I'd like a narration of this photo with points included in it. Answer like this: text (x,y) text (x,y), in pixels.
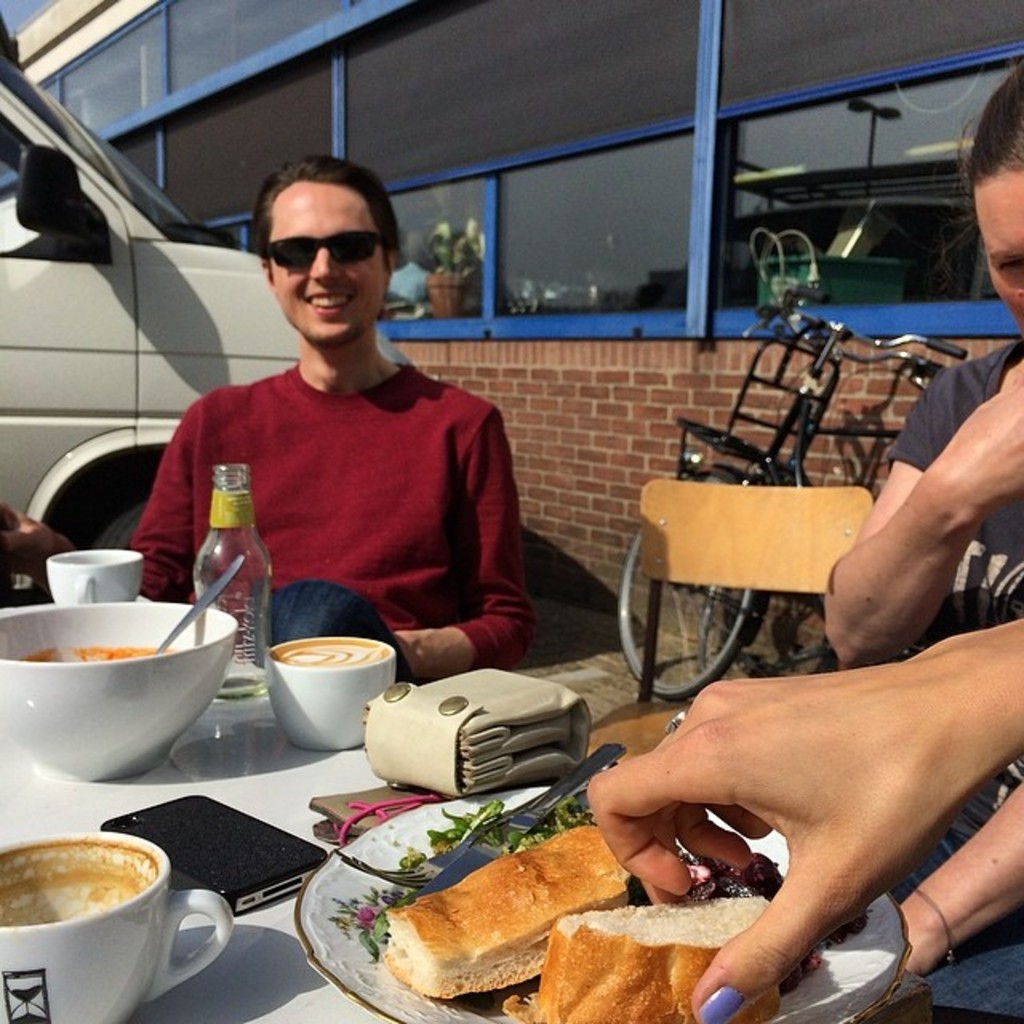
In this picture, we see the woman (968,591) in black T-shirt (978,555) and the man (376,414) in maroon T-shirt (338,489) is sitting on the chairs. In front of them, we see a table (232,992) on which mobile phone (296,854), wallet (459,698), a plate (442,836) containing food item (543,825), spoon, fork (395,871), cups (176,910), water bottle (248,687), a bowl (225,634) containing food (93,660) and spoon (218,586) are placed. In the right bottom (817,910), we see the hands (807,886) of the woman (665,778) who is holding a food item (654,927). Behind them, we see a white car (169,325) and the bicycles (734,450) are parked. Behind that, we see a wall (535,409) which is made up of bricks (615,448). Beside that, we see the glass windows (617,176).
